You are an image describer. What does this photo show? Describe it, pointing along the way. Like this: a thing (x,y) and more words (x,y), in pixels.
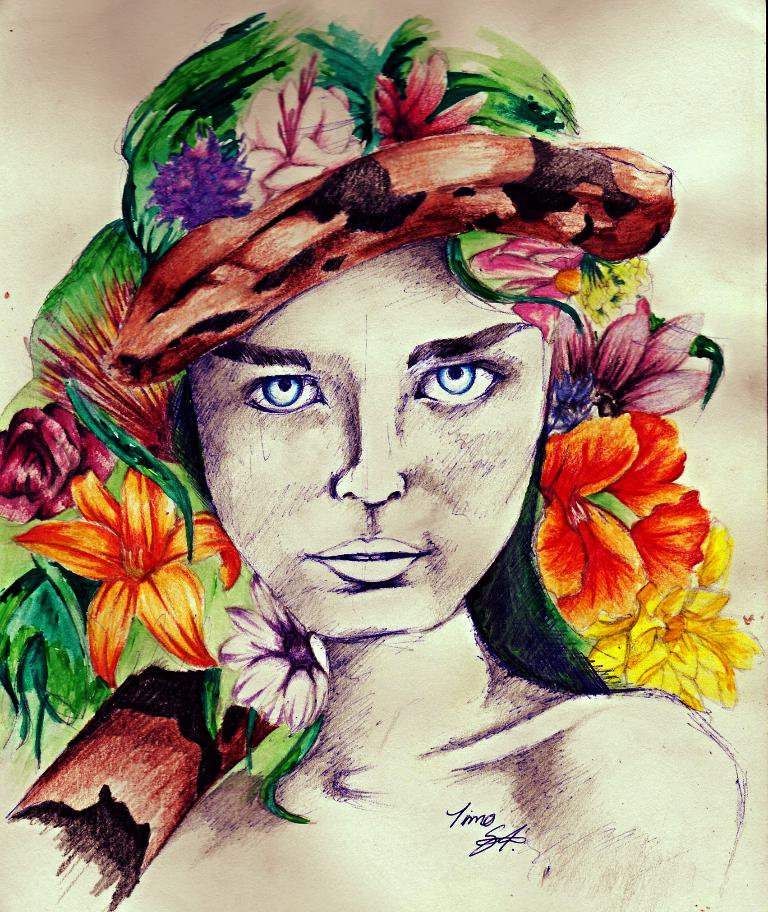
In this image I can see a woman painting (546,420), in the painting (202,131) I can see colorful flowers (444,89) visible on woman head (384,77), at the bottom (465,822) there is a text (489,828) visible.
